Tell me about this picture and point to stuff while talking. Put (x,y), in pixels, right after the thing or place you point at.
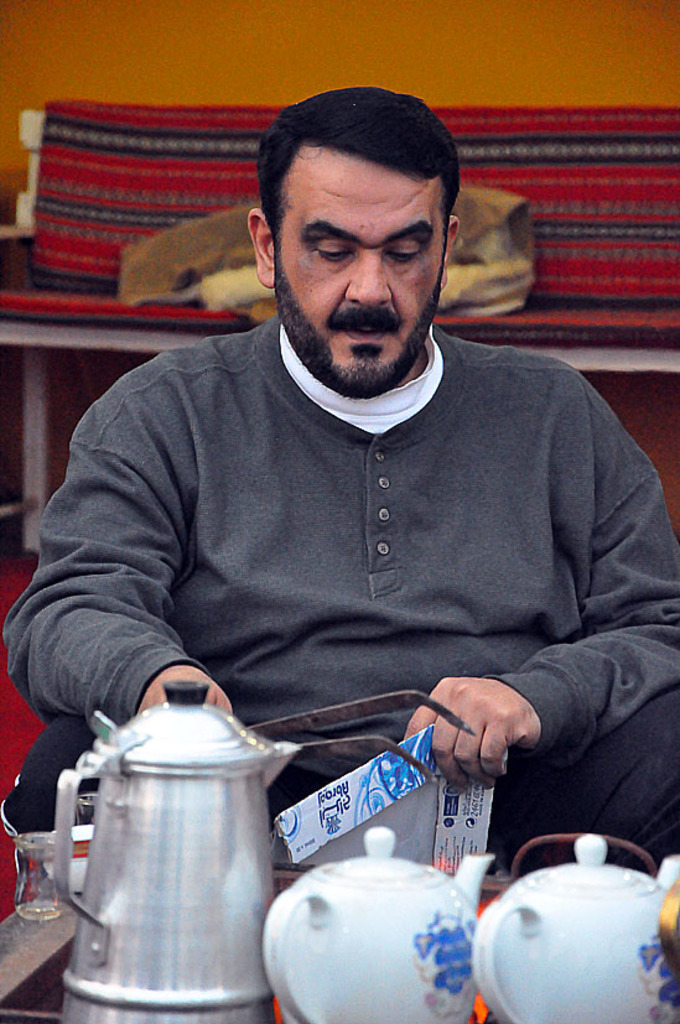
In this image we can see a man (386,570) holding the object (408,781) and sitting. We can also see the coffee jars (360,940) and also glass (45,899). In the background (95,319) there is a bench (634,153) and also the plain wall (320,62). We can also see an object (232,268) on the bench (108,280).
